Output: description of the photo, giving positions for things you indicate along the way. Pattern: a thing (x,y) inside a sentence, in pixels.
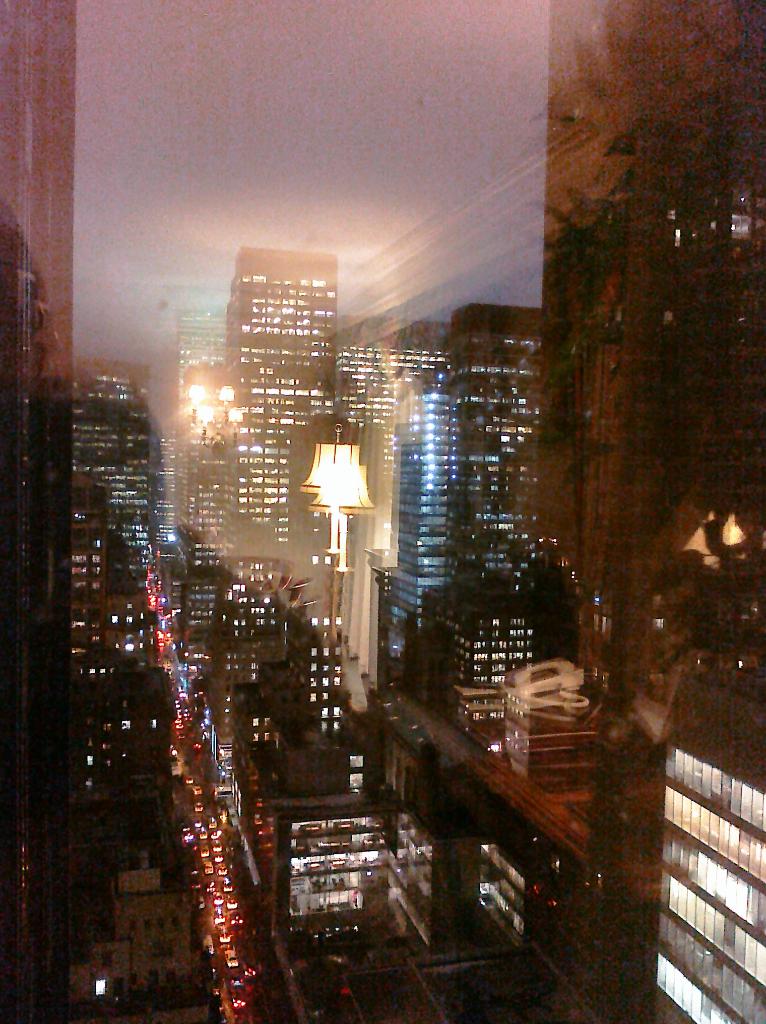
In this image we can see many buildings (339,380). Also there are lights (198,494). And there is a road (216,867) with vehicles (232,889). In the background (206,102) there is sky (142,123).
